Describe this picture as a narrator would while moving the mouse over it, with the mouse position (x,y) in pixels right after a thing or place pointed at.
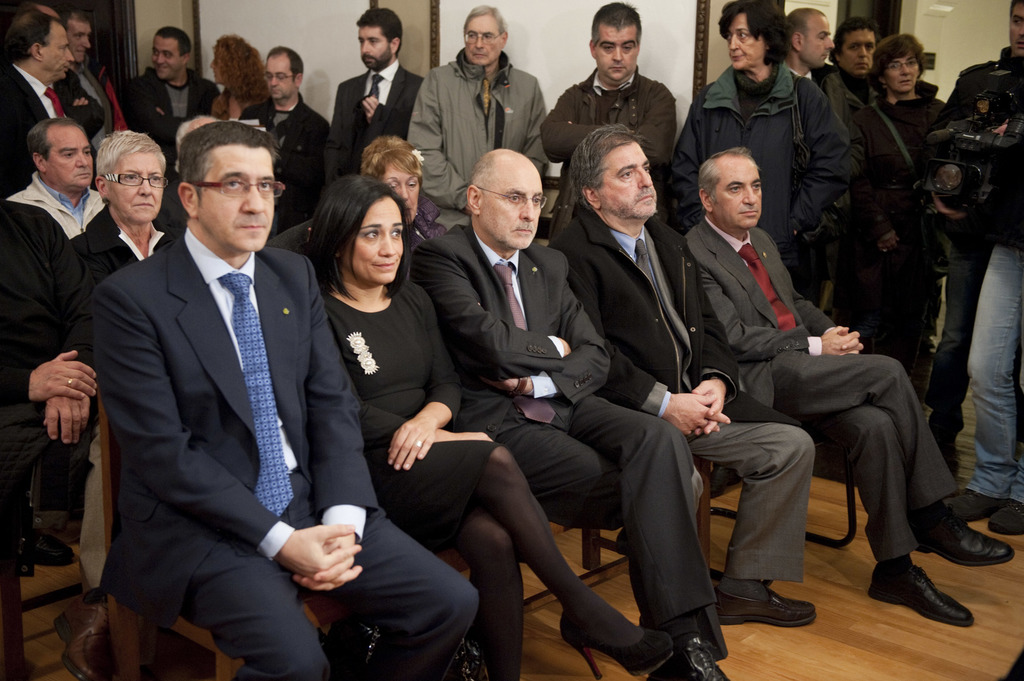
In this image I can see few people (273,326) are sitting and few people (239,102) are standing. Few people (471,359) are wearing suits (161,437) and looking at the right side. On the right side (999,286) I can see a man (971,385) standing and holding a camera (986,156) in the hands (937,202). In the background (587,14), I can see a wall (534,9).
